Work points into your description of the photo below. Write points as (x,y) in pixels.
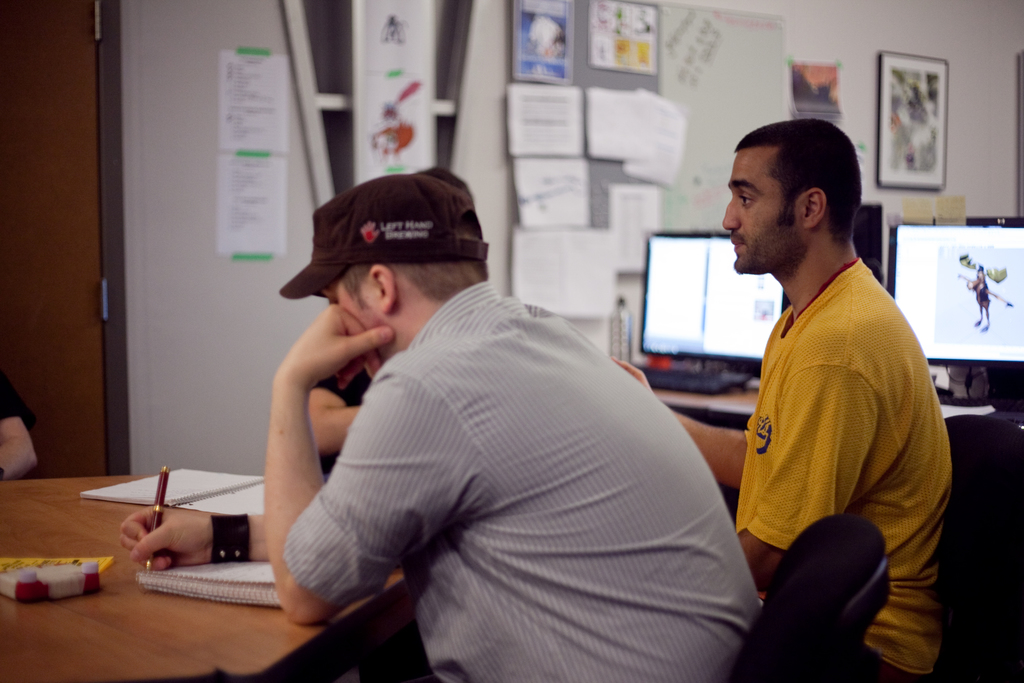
In the image we can see four persons (666,440) were sitting on the chair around the table (125,586). On table (107,661) we can see pen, books (214,571) and toy (72,574). In the background (298,111) there is a table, monitors (969,311), bottles (617,316), papers (580,104), wall (600,337), door (39,118) and photo frames (894,116).
